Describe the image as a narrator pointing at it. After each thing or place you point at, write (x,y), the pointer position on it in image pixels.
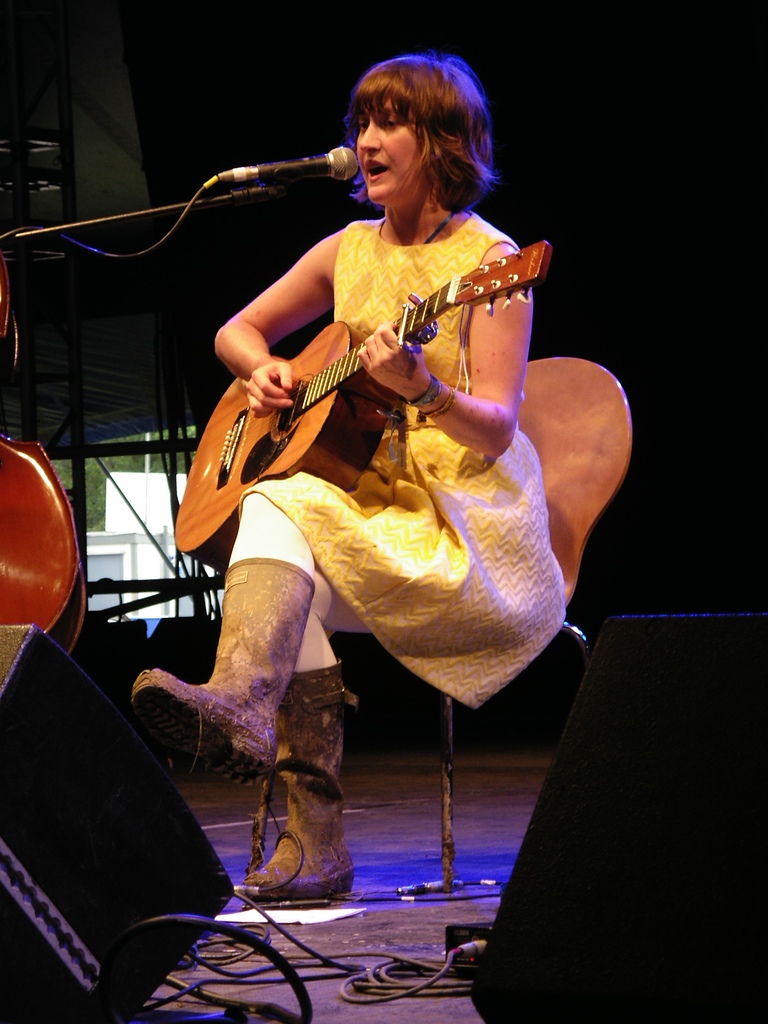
In this image I can see a person (345,312) sitting in-front of the mic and holding the guitar (314,466).
